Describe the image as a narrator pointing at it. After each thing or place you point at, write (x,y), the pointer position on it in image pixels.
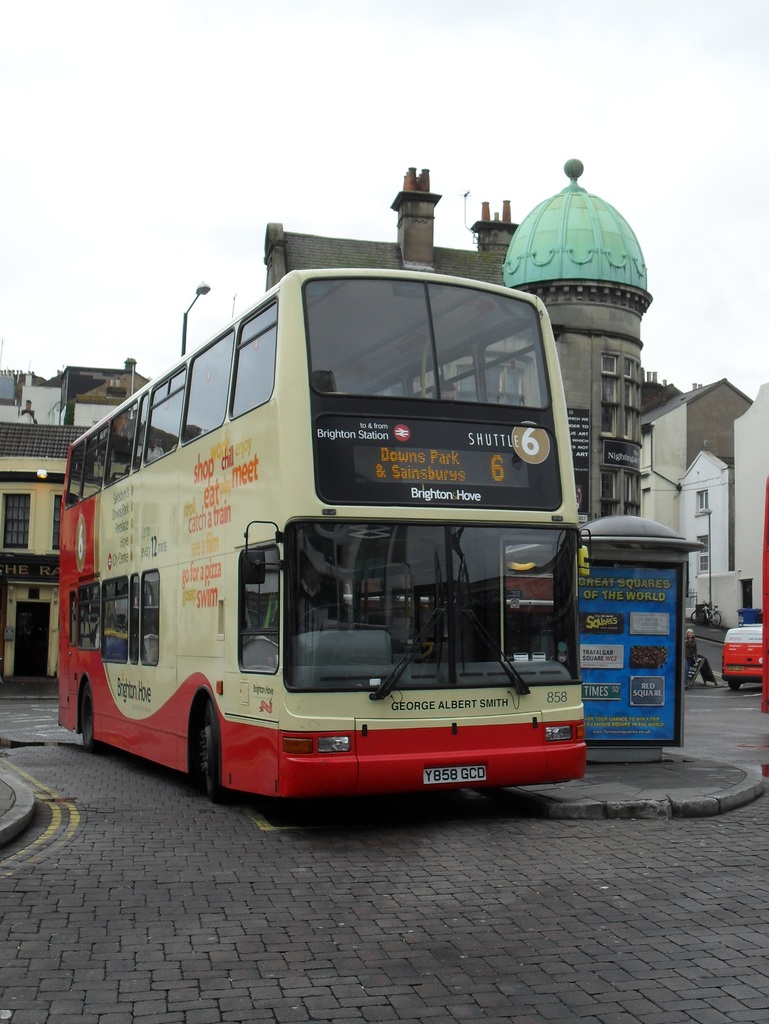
In this image, we can see vehicles (761,648) on the road (699,733) and in the background (678,444), there are buildings (608,298), poles (709,524) and boards (641,563). At the top (102,268), there is sky (356,107).
